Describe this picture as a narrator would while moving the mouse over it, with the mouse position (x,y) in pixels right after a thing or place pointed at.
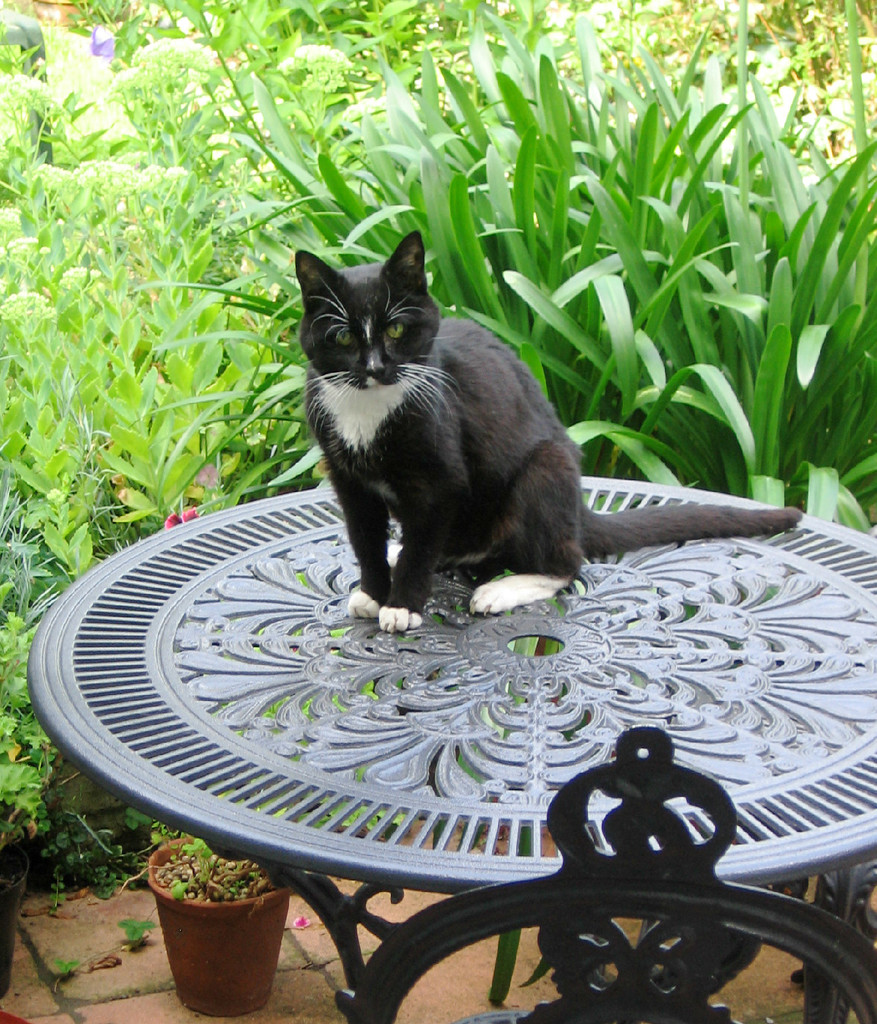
In this picture there is a cat (367,301) on the table (260,539) and there are trees (61,473) around the area of the image, the cat (365,289) is black in color.
